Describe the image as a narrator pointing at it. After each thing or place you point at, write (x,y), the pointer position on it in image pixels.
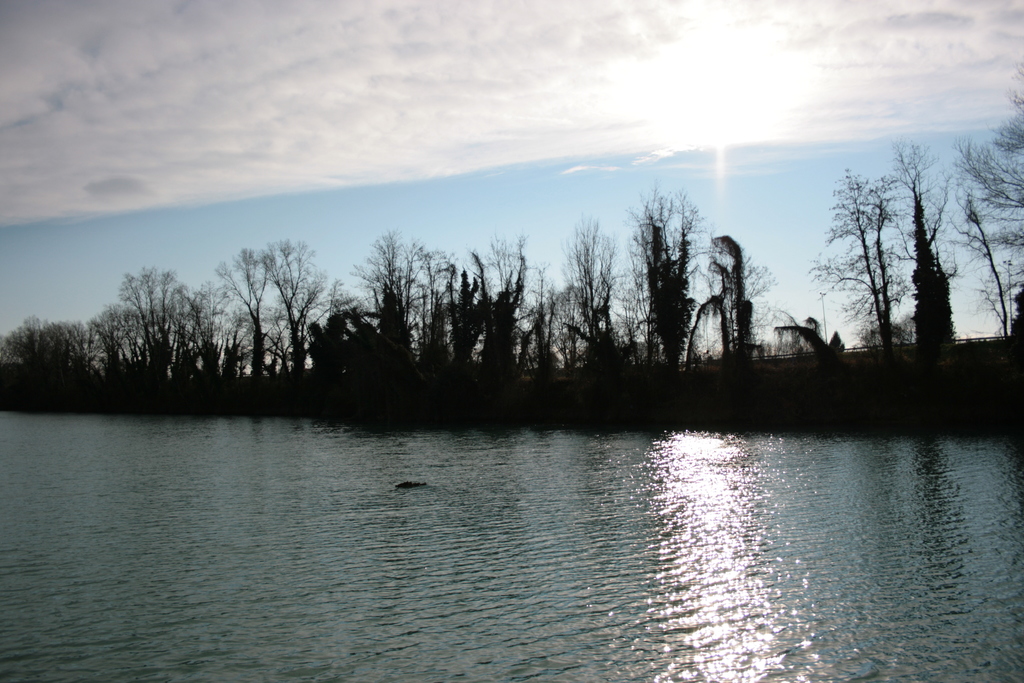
In the image there is a pond (60,557) in the front (384,551) with many trees (460,340) behind it and above its sky (362,103) with clouds (278,125).
